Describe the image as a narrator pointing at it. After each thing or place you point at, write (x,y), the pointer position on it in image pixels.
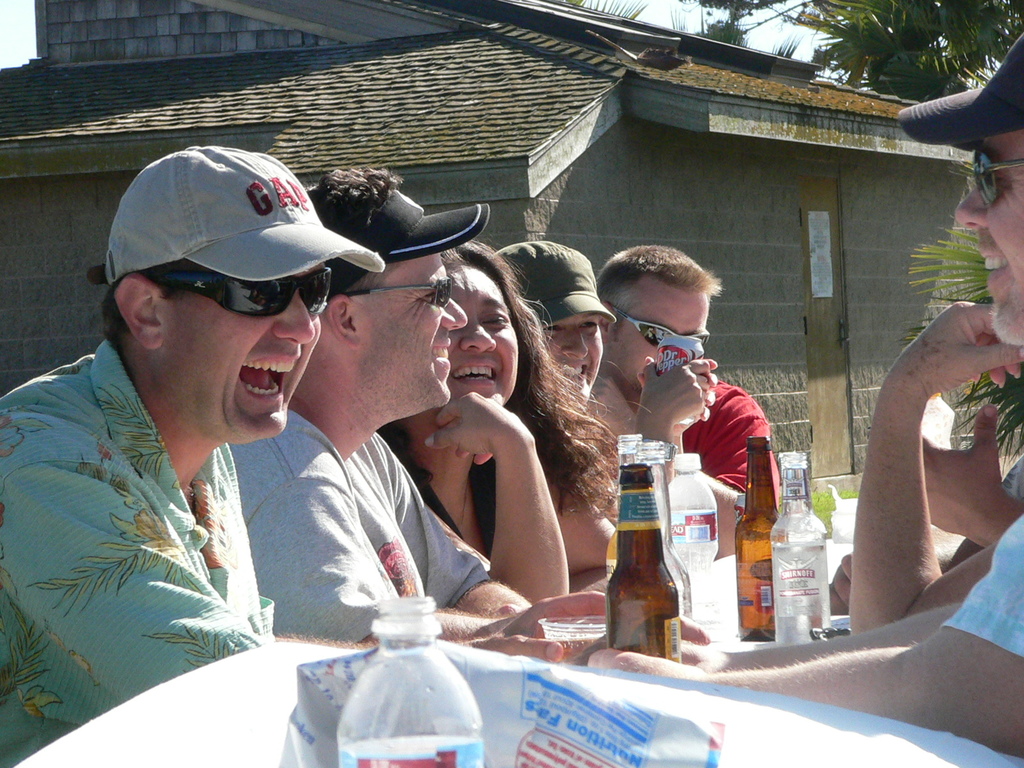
There are people (573,502) sitting and we can see bottles (373,741). Background (28,121) we can see house (69,63), trees (921,0) and sky (0,1).
